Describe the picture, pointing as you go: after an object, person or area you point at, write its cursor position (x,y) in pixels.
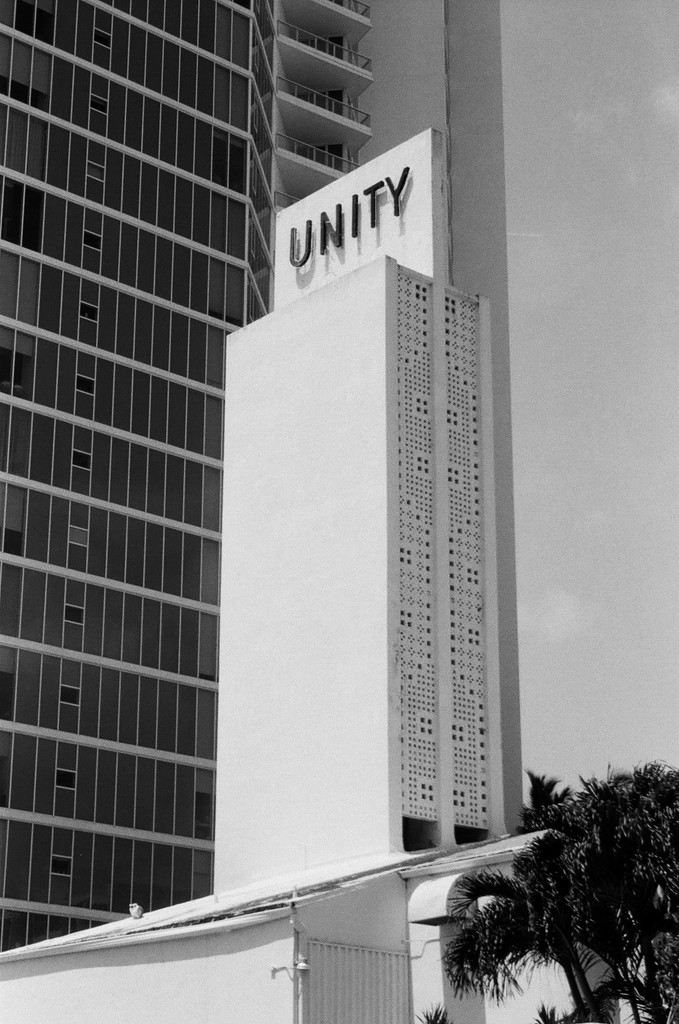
In this picture we can see tall buildings (445,404). At the bottom (664,807) we can see trees (522,867).
